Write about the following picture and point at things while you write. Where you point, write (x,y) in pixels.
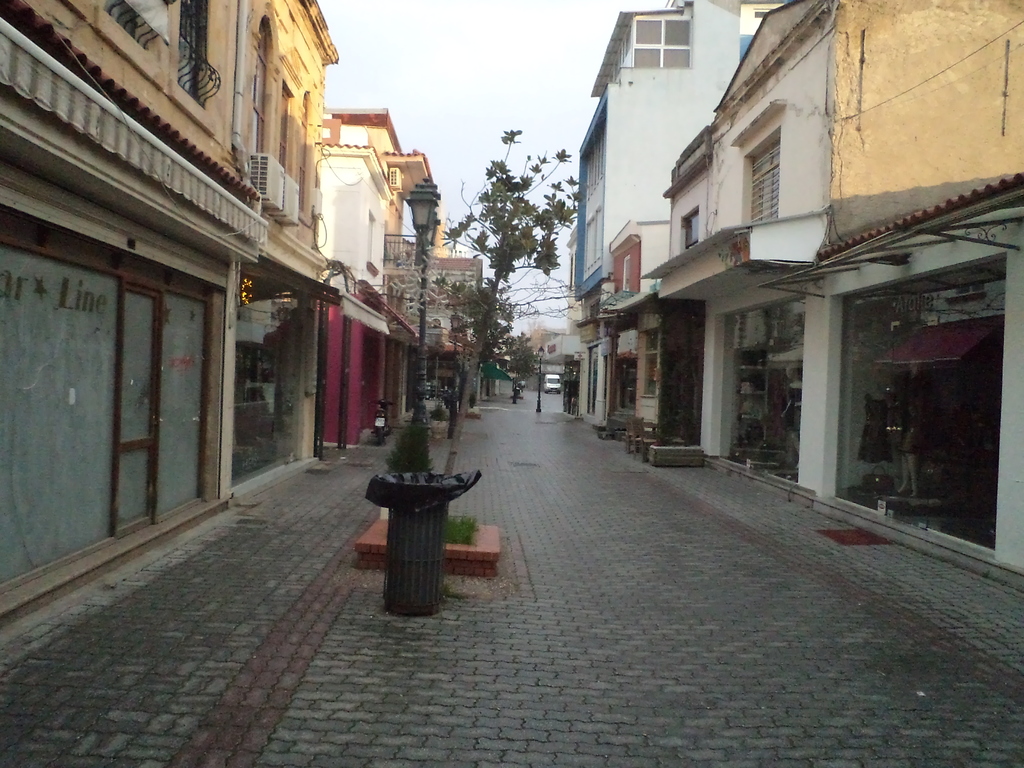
In this picture i can see many buildings (214,316). In the center (538,409) i can see the tree (549,208), street light (427,180) and trash bin (432,509). In the background (548,376) i can see the bike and car (561,377) which is parked near to the buildings (554,363). At the top (498,45) i can see the sky (482,33) and clouds (453,44).
